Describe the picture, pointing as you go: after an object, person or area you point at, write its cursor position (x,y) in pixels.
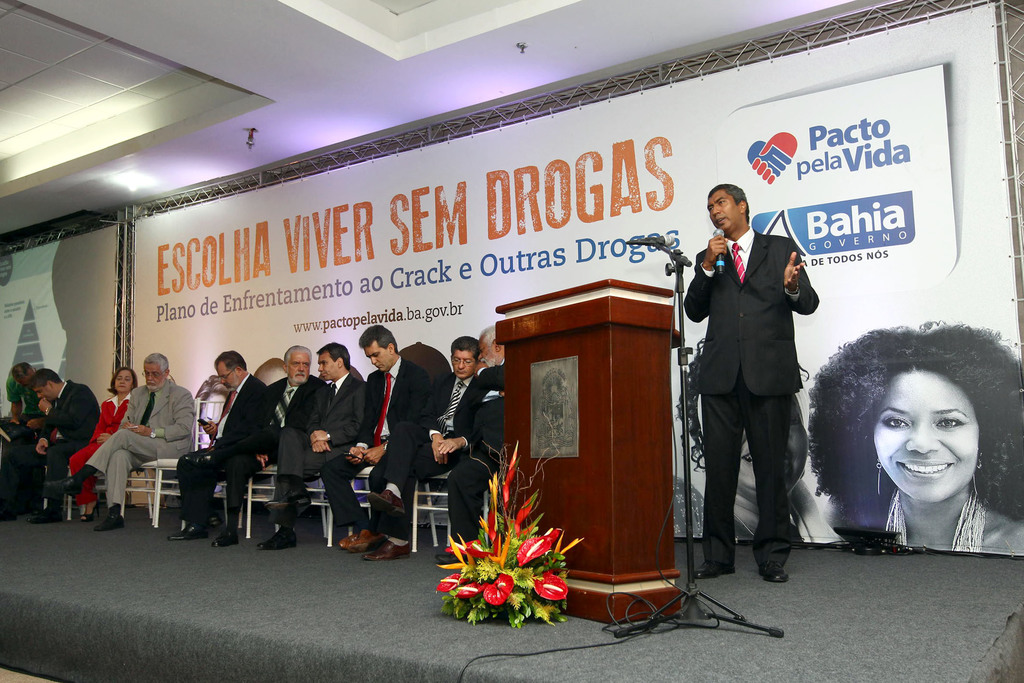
In this image, I can see a group of people (252,394) sitting on the chairs (251,499) and a person (709,503) standing. There is a podium (625,337), mic (633,243) with a mike stand (679,269) and a flower bouquet (527,607) on the floor (359,610). In the background (250,294), I can see a banner (851,166). On the left side of the image (83,324), It looks like a screen (85,321). At the top of the image (166,62), I can see the ceiling (424,64).
